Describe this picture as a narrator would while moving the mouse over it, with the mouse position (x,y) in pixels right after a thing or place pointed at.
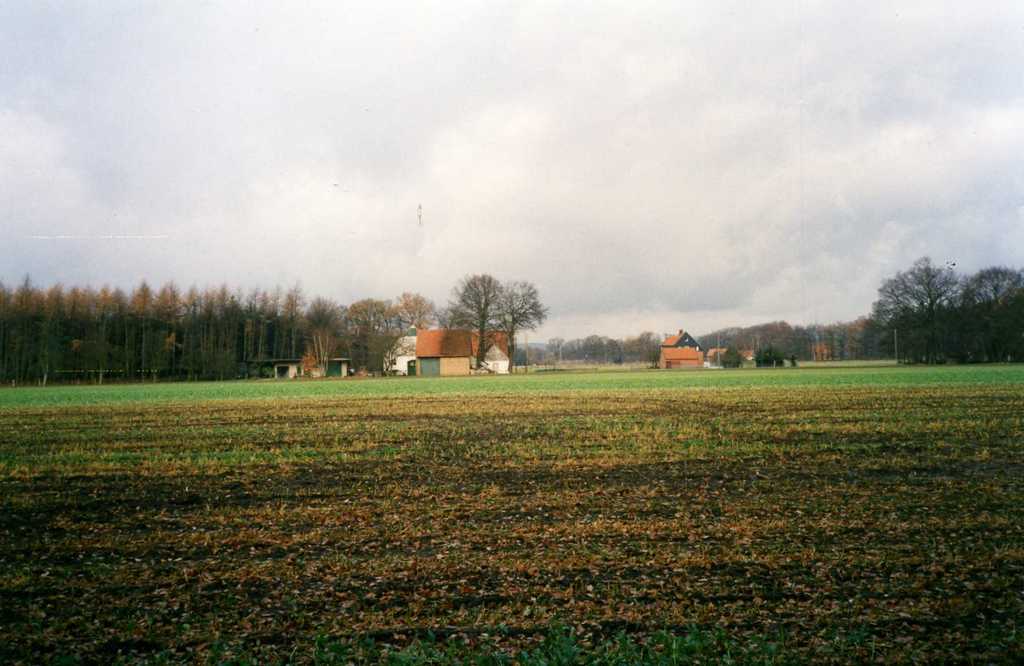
In this image I can see the ground (527,439). In the background (438,360) I can see the houses (460,357) which are in brown color. I can also see many trees (1015,281), cloud (662,162) and sky (699,157) in the back (623,152).
